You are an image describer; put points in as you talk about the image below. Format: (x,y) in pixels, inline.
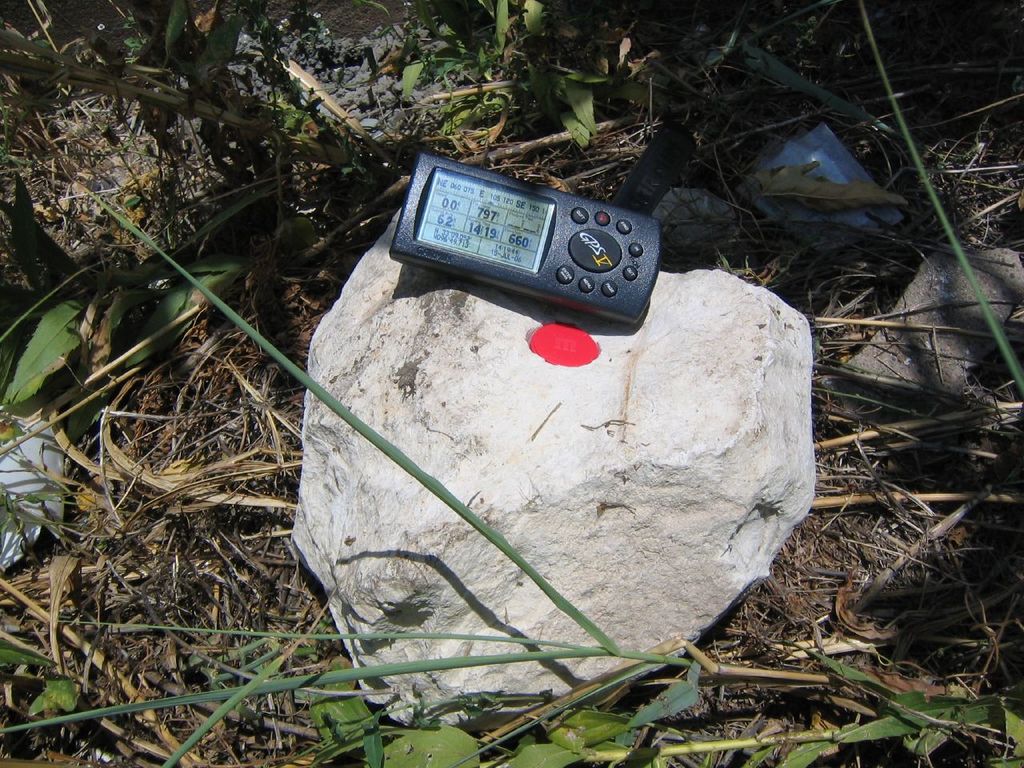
In the picture we can see a surface (221,510) with some dried grass (862,513), twigs (782,656) and some small plants (688,678) and on it we can see a rock (729,455) which is white in color on it, we can see a small remote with a screen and some buttons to it and beside it we can see a red color button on the rock (608,453).
